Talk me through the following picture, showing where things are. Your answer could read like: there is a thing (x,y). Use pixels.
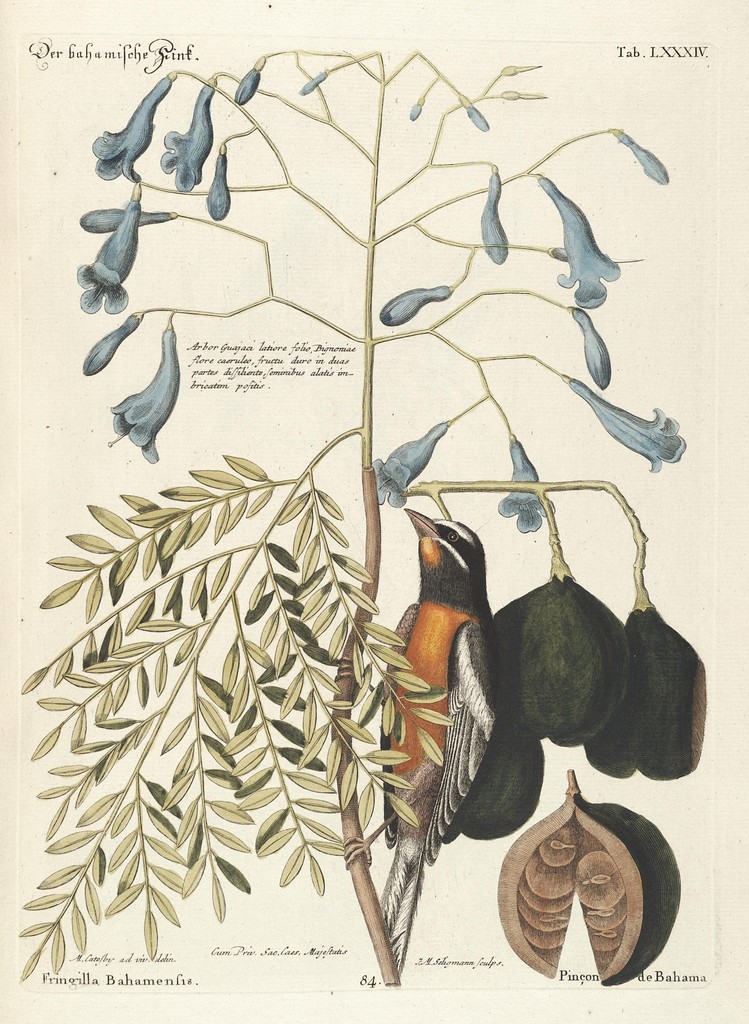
In this image I can see a drawing (351,848) of a plant (431,754) and a bird (426,783). The plant (292,635) has flowers (170,354) and fruits (632,885). Some matter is written.
